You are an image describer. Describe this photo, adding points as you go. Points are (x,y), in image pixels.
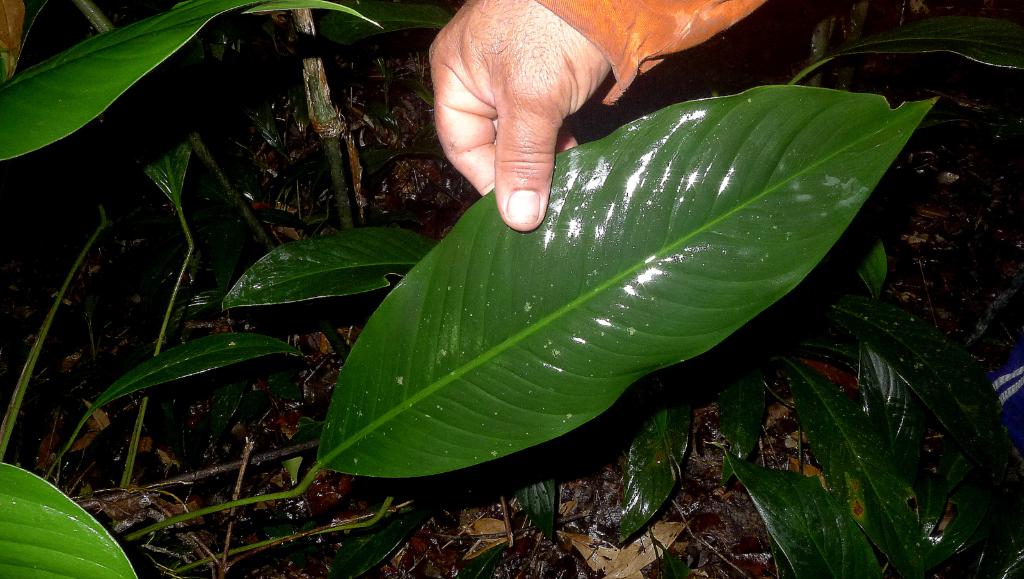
In this image we can see a person's hand (481,70) holding a leaf (553,253), around that leaf (646,285) there are a few more leaves (752,381) and there are dry leaves (329,497) on the surface (567,494).
